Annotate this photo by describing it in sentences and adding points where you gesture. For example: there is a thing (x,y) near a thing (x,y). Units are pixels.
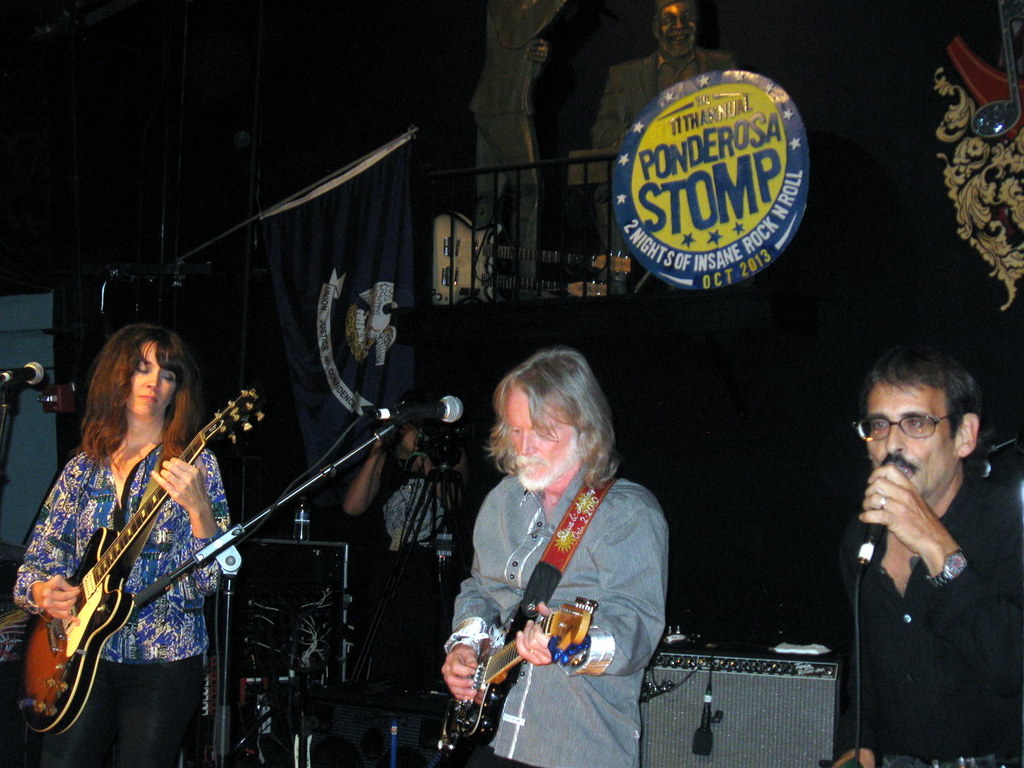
in this picture we can see a person (498,395) standing on the stage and playing guitar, and at side a man (879,549) is standing and singing and holding a microphone (883,535) in his hand (885,507), and here a woman (140,339) is standing and playing guitar (94,536), and at back a person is standing, and here at the top (527,195) there is the statue (671,79).
